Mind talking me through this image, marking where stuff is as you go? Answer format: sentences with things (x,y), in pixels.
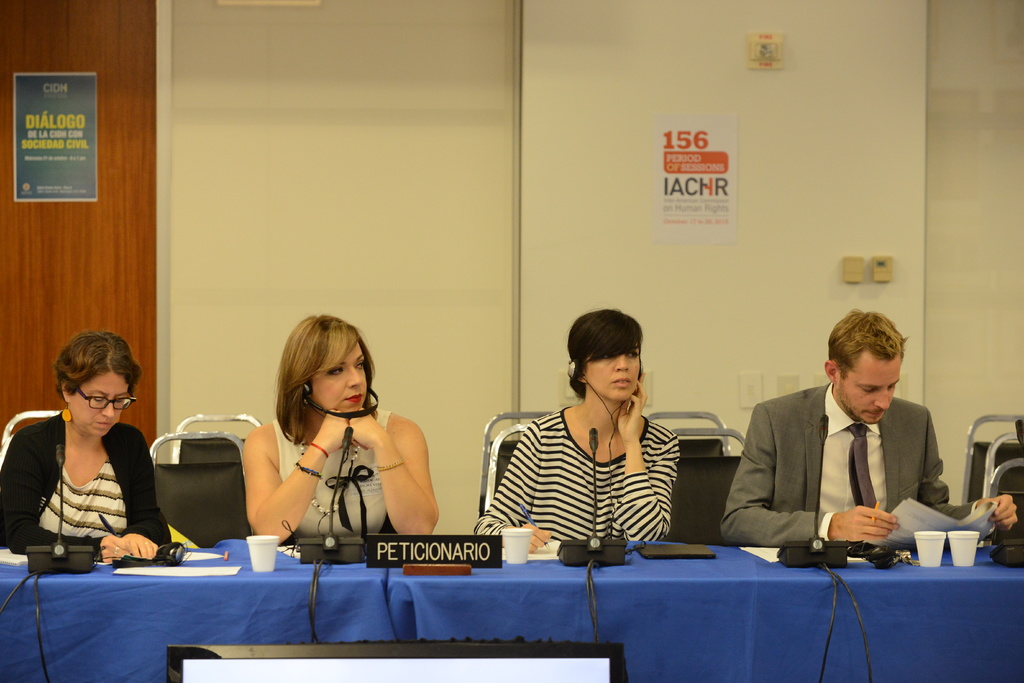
It is a meeting room (503,470), there is a blue color table (75,609) in front of the table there are four people (775,460) sitting, behind them there is door (55,280), a wall (381,104) and on the wall (597,248) there is a poster stick (719,210).
